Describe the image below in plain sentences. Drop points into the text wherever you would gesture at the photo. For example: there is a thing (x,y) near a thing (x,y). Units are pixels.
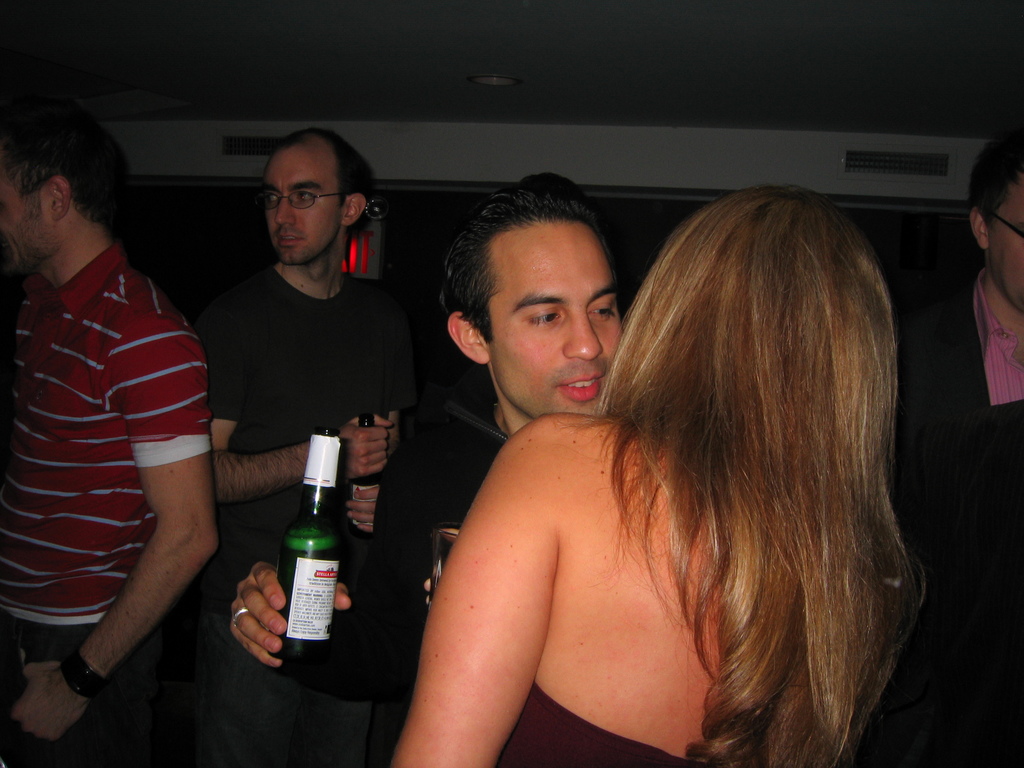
In this image I can see few people (459,257) are standing and here I can see few of them are holding bottles (305,566).
